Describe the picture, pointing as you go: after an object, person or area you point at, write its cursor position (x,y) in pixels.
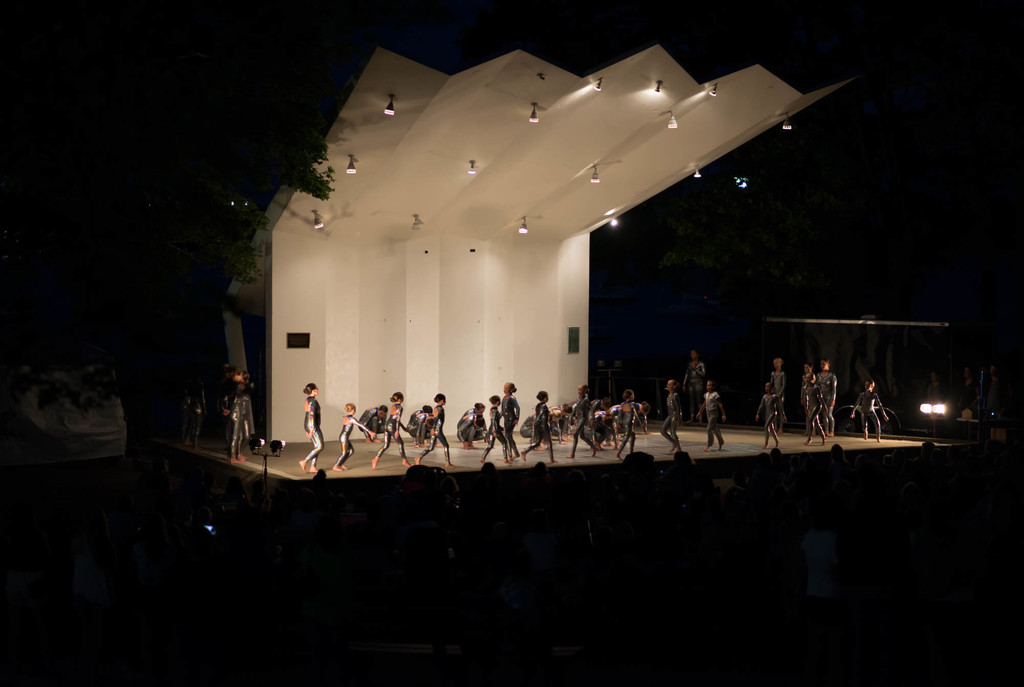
In this picture we can observe some people (671,426) on the stage (397,446). There are some people (578,545) in front of the stage (290,275). We can observe light (931,413) on the right side (931,416). The background (819,242) is completely dark.
